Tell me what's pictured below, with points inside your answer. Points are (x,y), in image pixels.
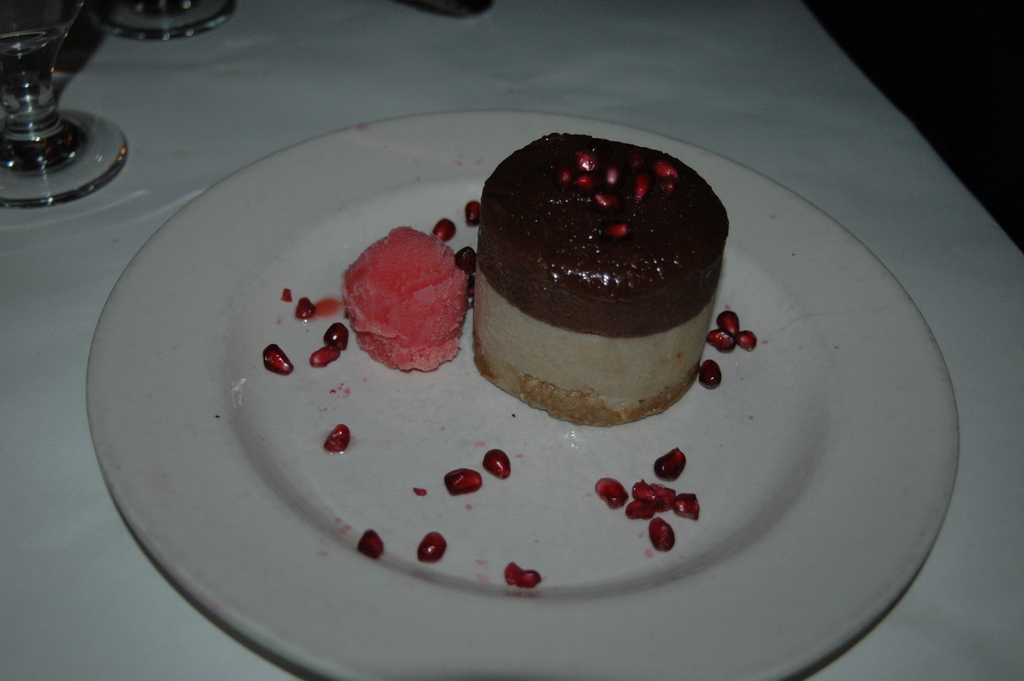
In this image there is a table (761,67) and we can see a plate (566,573), pomegranate seeds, ice cream scoop (430,363), cake (569,374) and glasses (216,8) placed on the table (49,576).
